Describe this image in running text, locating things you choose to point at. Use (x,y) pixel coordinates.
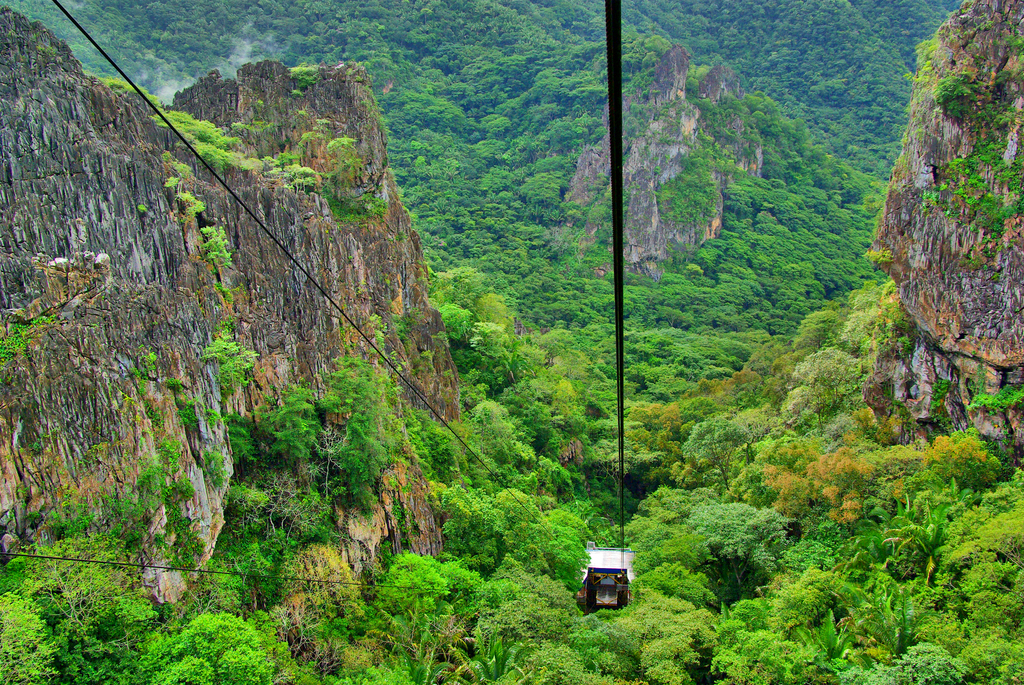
In this image there are trees (749,526) and mountains (417,478). At the center of the image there is a cable car (586,597).
